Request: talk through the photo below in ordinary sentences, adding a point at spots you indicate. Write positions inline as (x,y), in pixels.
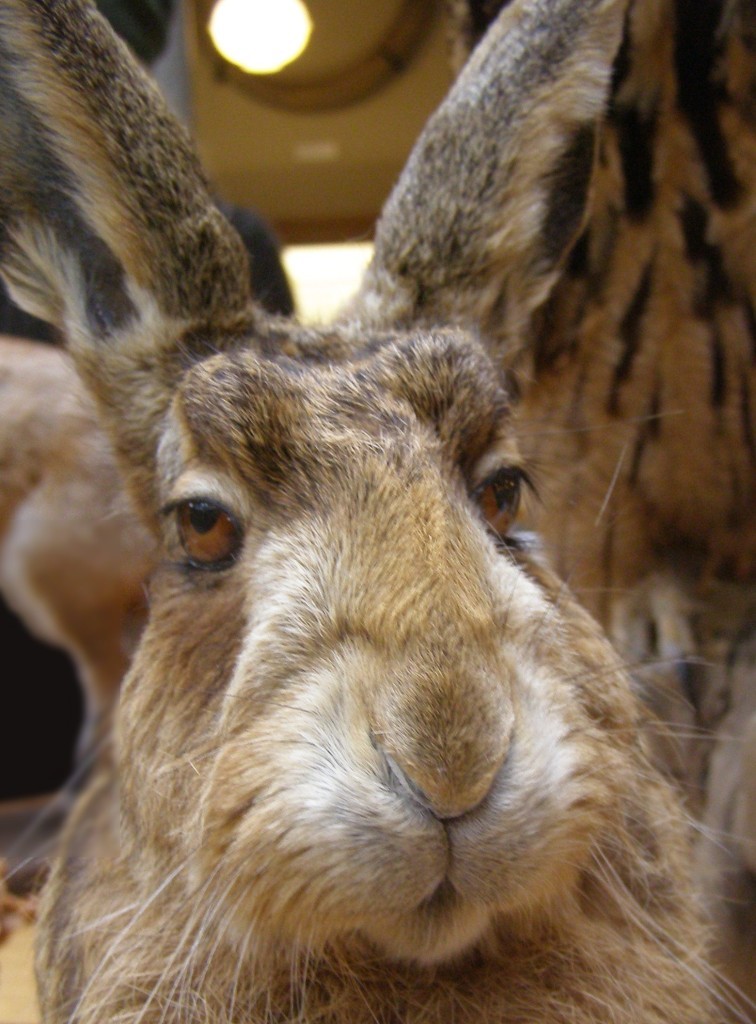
In this picture, we see a rabbit (288,625) having two ears (39,251), eyes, nose (429,808) and mouth (493,834). It even has whiskers (198,982). Behind that, we see a bulb (222,10).
